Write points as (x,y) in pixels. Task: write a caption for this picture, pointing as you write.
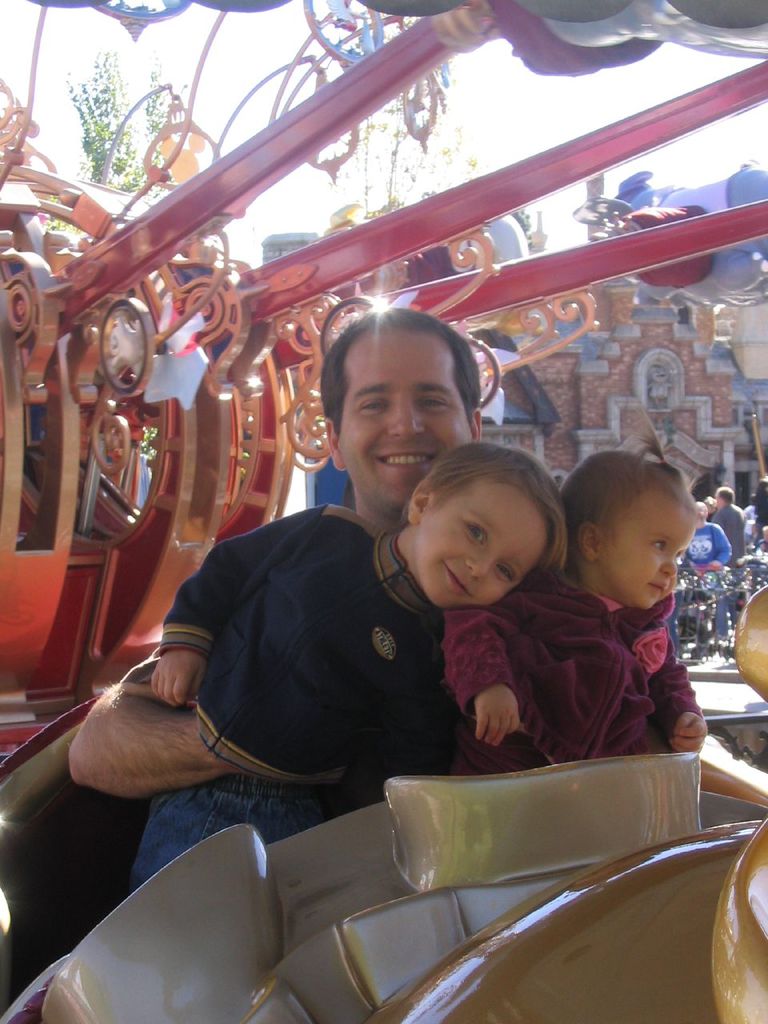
In this image there is a man (376,387) sitting in the vehicle (360,829) by holding the two kids (442,641). It looks like a fun ride (449,881). In the background (589,424) there are buildings (678,391). In front of the buildings (705,466) there are few people (718,550). This image is clicked in the exhibition (68,598).
